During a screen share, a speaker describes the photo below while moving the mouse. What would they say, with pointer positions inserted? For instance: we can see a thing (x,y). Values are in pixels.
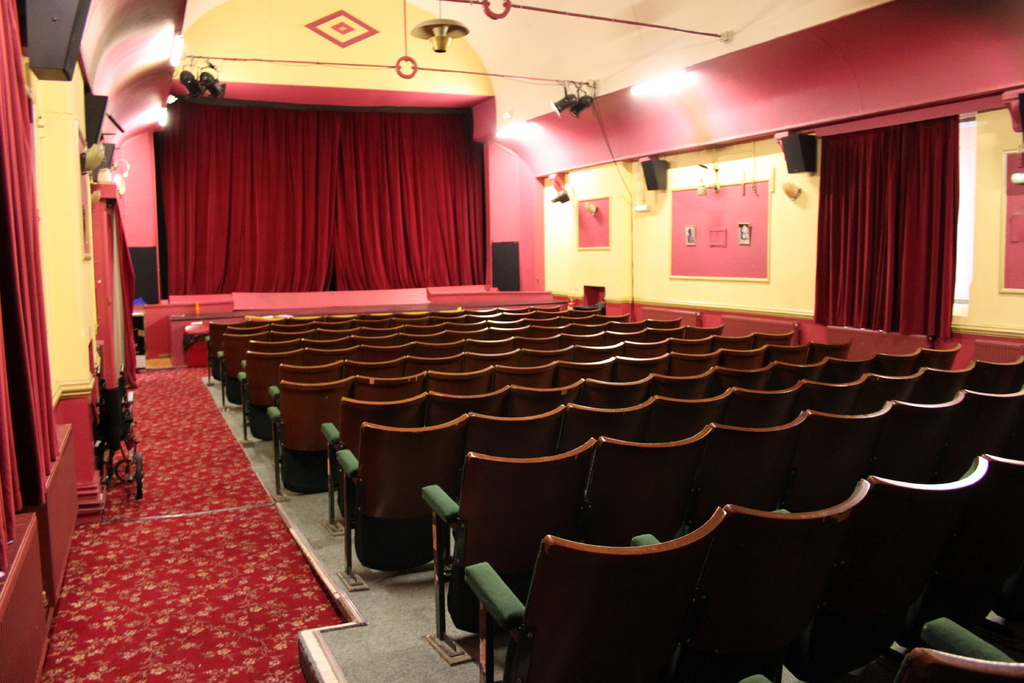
This image is clicked inside an auditorium (187,399). There are chairs (580,375) on the floor (155,368). In front of the chairs (387,362) there is a dais (295,302). There is a curtain (342,185) on the dais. Beside the chair (261,364) there is a wall (77,362). There are boards (682,265) and curtains (950,232) on the wall (95,299). There are lights (452,24) to the ceiling (514,19). There are speakers (660,177) on the wall (118,133). There is a carpet (150,601) on the floor (185,513).
